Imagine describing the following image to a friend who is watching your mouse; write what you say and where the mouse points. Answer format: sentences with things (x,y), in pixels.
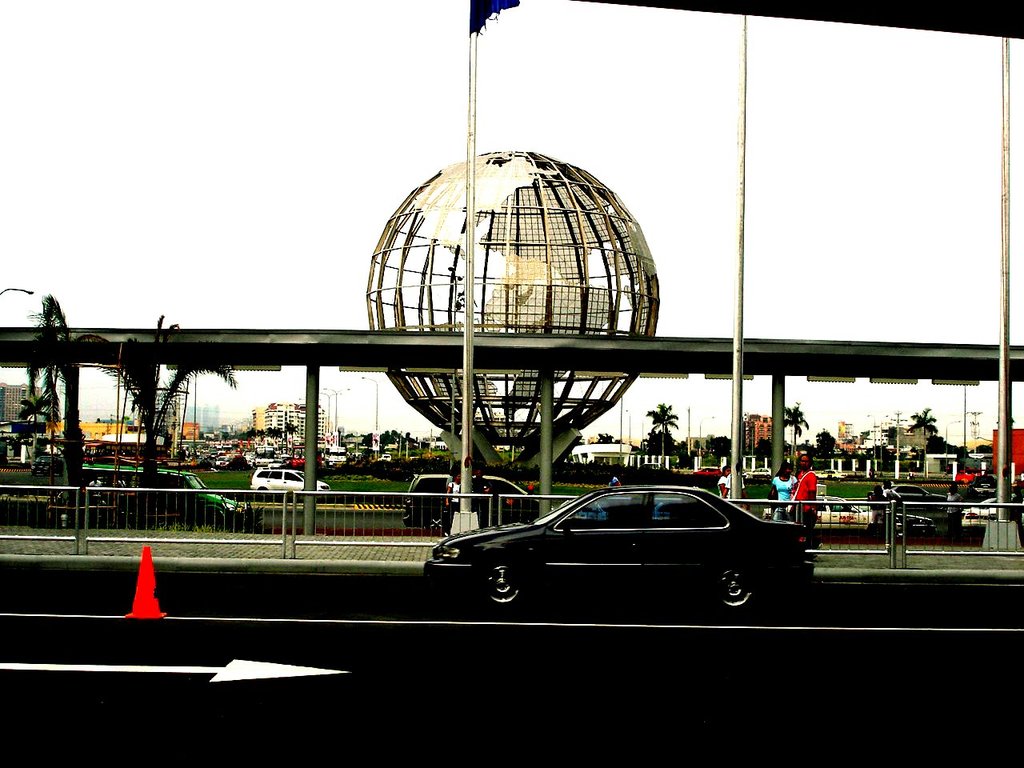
At the bottom of the image (499,545) on the road (126,583) there is a car (556,527) and also there is a traffic cone (148,617). Behind the car (654,491) there is a footpath (935,556) with railings (904,534) and also there are few people (809,505). Behind them there are vehicles (90,470) and also there are trees (76,466), buildings (605,448) and poles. And there is an object (447,416) like a globe (535,430).
